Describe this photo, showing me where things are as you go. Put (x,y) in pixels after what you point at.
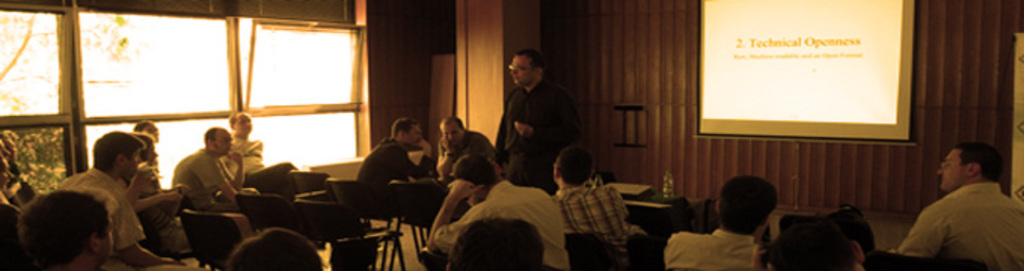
This picture is taken inside the room (648,169). In this image, we can see a group of people (918,221) sitting on the chair (928,256) in front of the table (668,224), on the table (667,221), we can see a water bottle (670,190) and a few books (618,189) and a cloth (676,211). In the middle of the image (511,147), we can also see a person (515,134) wearing a black color dress (507,160) is standing. On the right side of the image (816,76), we can see a screen (780,75), on the screen (752,65), we can see some text (827,46) is written on it. On the left side (59,125), we can see a plant (34,138) and a glass window (200,74).
